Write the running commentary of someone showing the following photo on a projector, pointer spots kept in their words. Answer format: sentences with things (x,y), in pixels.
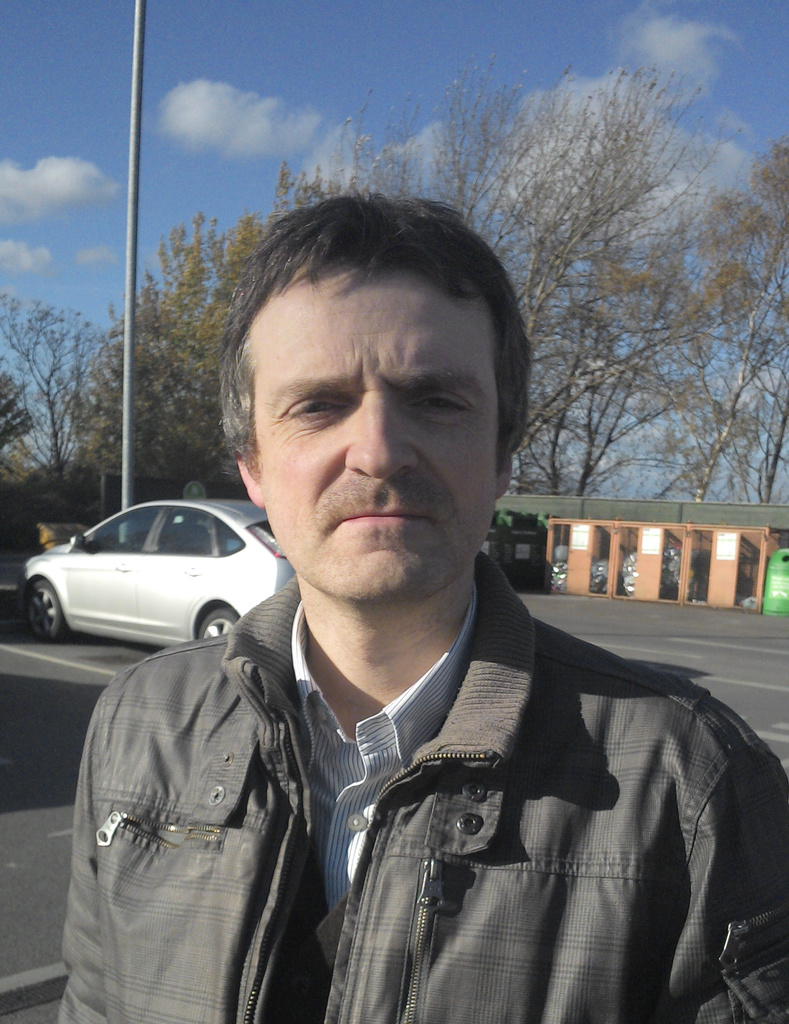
In the image we can see a man (438,759) wearing clothes (431,774). Behind him we can see a vehicle (137,548) on the road (761,679), there is even a pole (136,212), trees (527,275) and cloudy pale blue sky (274,101).
